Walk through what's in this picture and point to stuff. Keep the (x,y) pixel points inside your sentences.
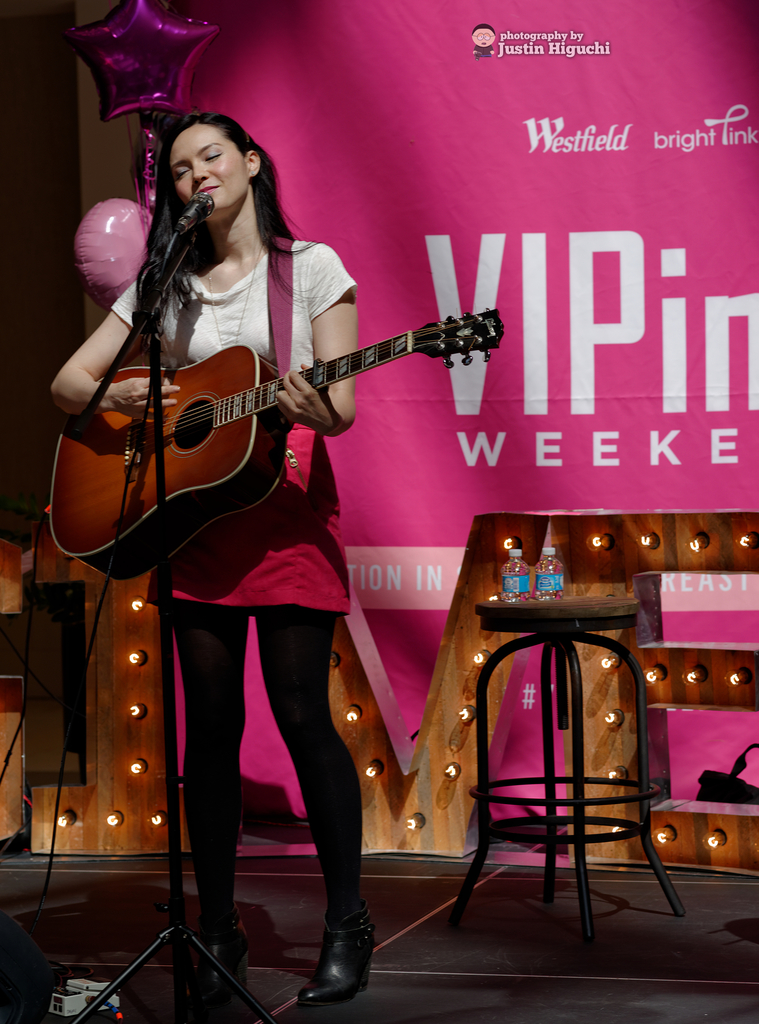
In this picture we can see a woman (114,383) who is playing guitar (409,350). This is mike (191,222). There is table (643,718). On the table (594,615) there are bottles (548,596). This is floor (481,992). On the background (492,139) there is a banner (479,254) and this is balloon (116,243).
